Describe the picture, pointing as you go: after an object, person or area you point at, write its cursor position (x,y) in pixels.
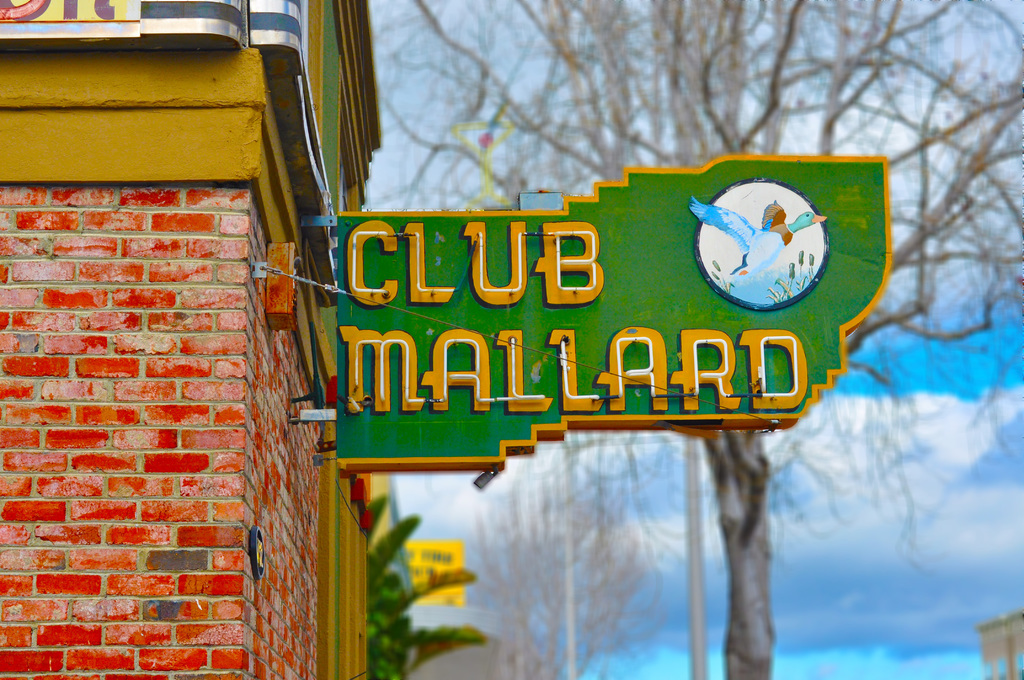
In this image we can see a building (235,293), there is the name board (376,348), there is the wall (12,537), there is the tree (850,145), at above here is the sky (786,136) in blue color.
